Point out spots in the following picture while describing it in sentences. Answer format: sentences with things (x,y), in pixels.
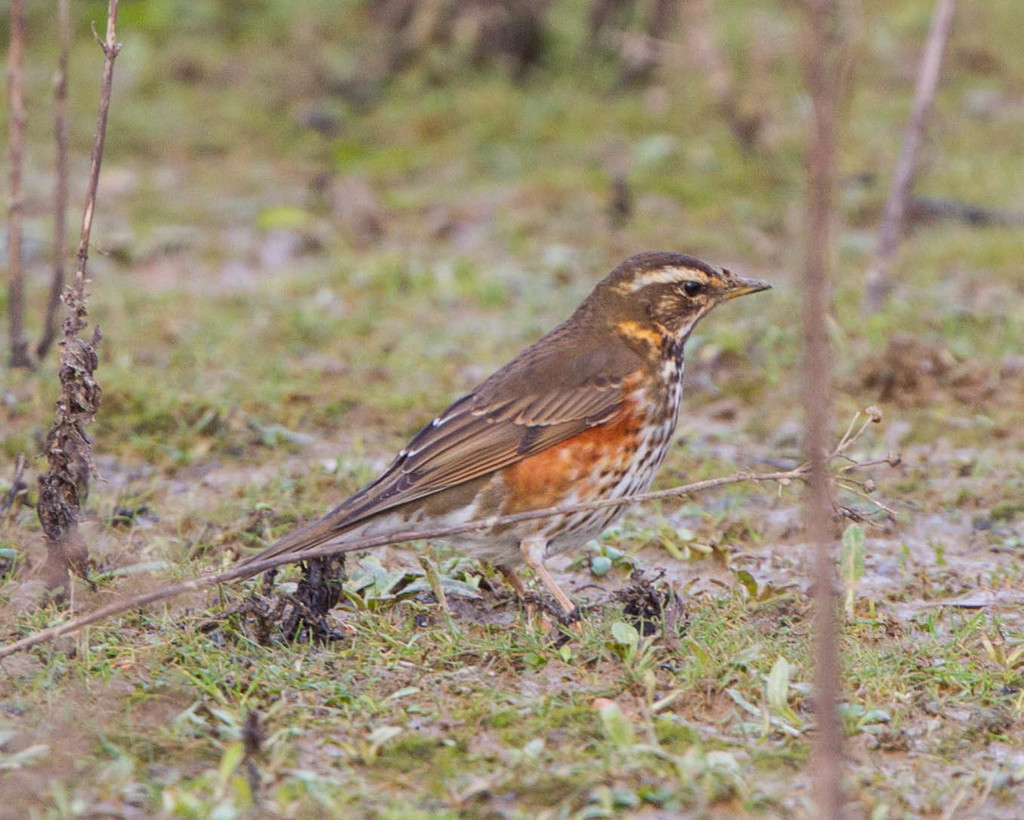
In this picture there is a bird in the center of the image (454,516), on the grassland (683,582).
